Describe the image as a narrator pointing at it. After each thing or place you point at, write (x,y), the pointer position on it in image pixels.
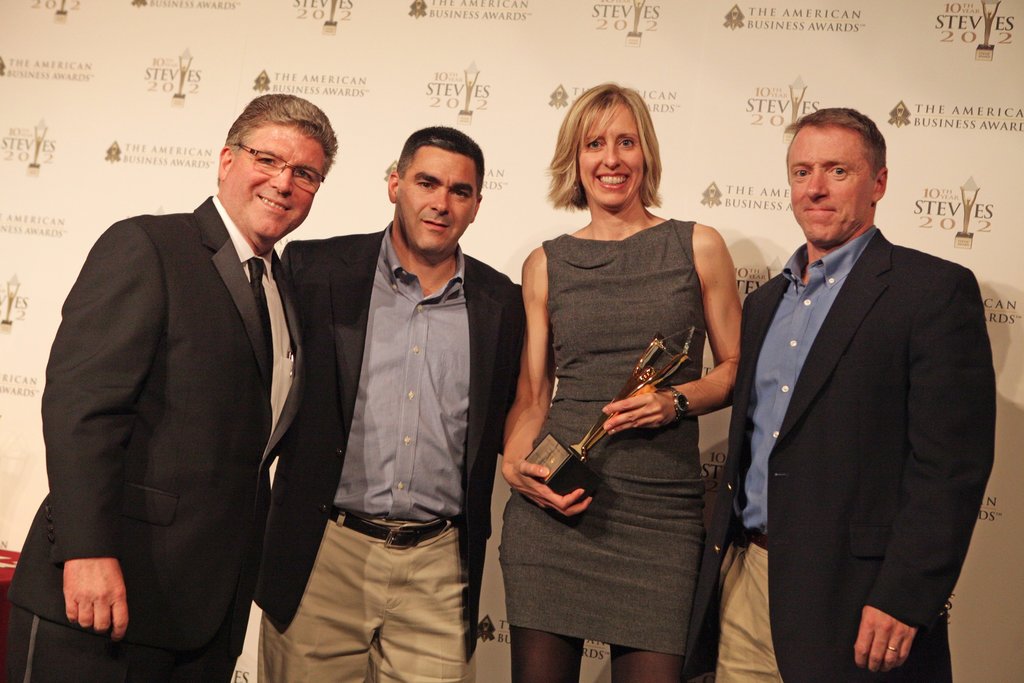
In the center of this picture (421,297) we can see the three persons (343,360) wearing suits (343,352) and standing and there is a woman (627,240) holding a trophy (658,342) and standing. In the background (523,102) we can see the text (612,11), numbers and pictures (962,238) of some objects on the banner (333,39).
